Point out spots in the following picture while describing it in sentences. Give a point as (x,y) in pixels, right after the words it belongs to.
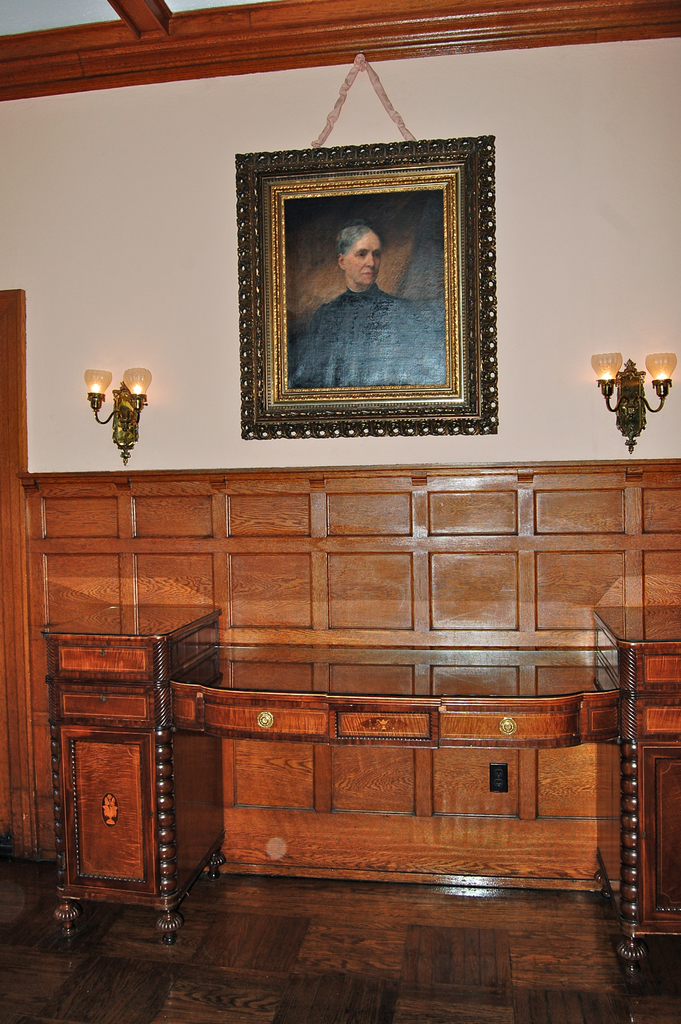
in the picture there is a wall (310,482) on the wall (377,440) there is a frame (362,420) of a person (390,344), beside the wall (385,815) there is a table (211,684) on the wall (165,455) there are lamps (126,417).
